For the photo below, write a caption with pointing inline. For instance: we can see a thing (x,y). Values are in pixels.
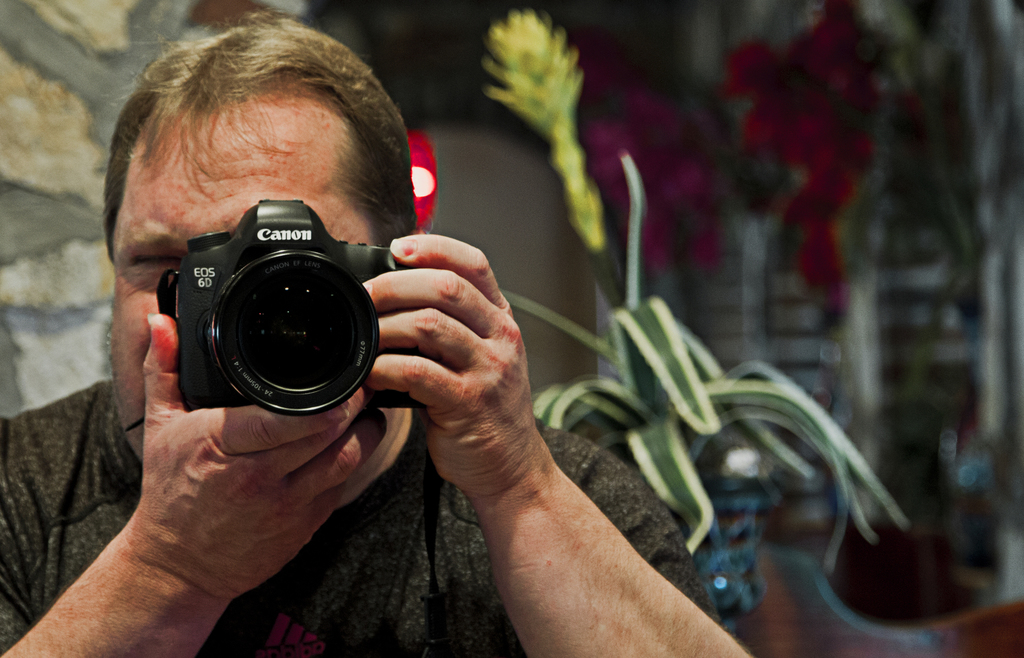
In the center of the image (439,416) we can see a person (157,260) holding a camera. In the background (118,63) there is a wall (114,86) and plants (677,349).
